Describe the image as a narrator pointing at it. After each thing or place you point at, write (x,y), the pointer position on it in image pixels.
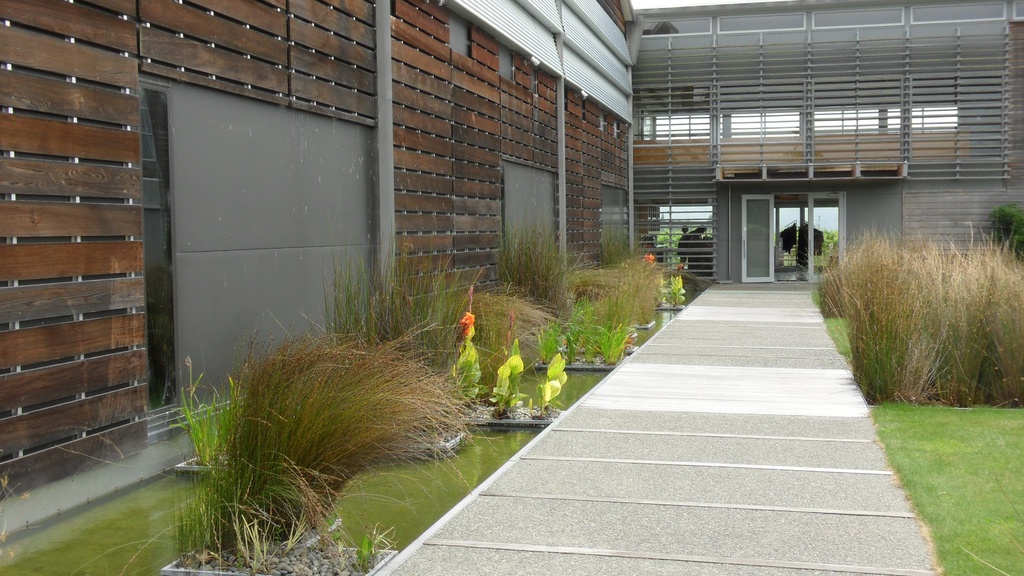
Here we can see water (453,475), plants (373,360), and grass (961,470). There is a door (752,254) and a building (475,135).
